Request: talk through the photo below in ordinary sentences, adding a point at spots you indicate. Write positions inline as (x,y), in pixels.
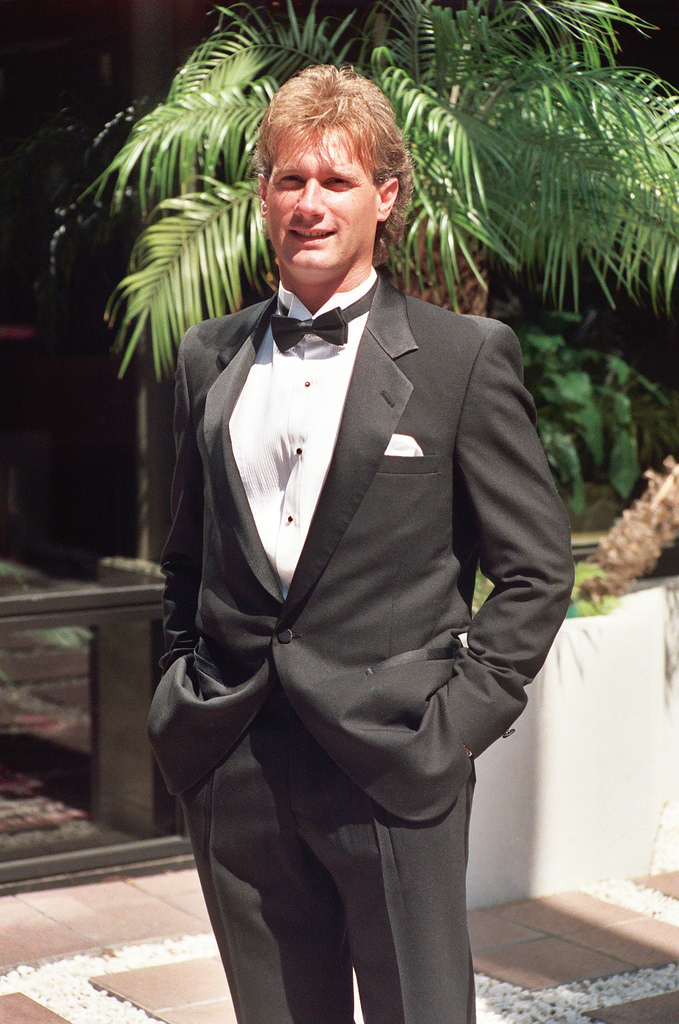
In this picture I can see there is a man (431,486) standing and he is wearing a blazer (357,392), shirt (317,372) and a pant (392,879). In the backdrop (459,177) there are plants (619,142).
